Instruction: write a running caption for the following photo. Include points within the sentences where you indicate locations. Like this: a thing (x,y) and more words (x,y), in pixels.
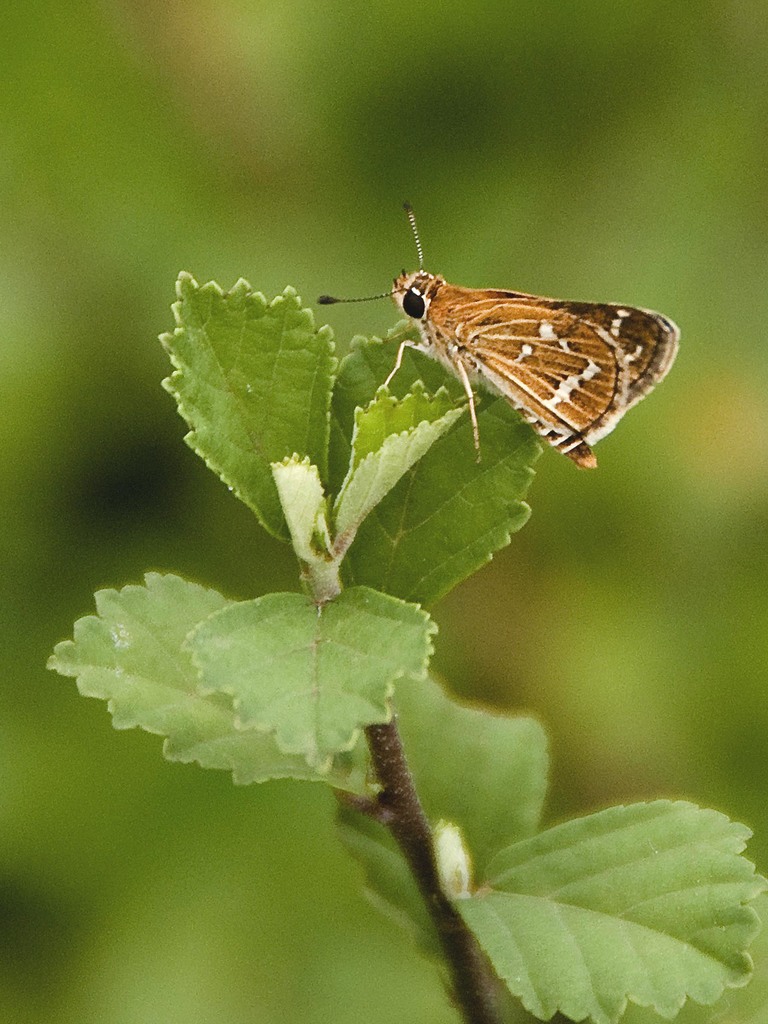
In this image we can see a butterfly (454,307) on the leaf (440,532). At the bottom (430,885) there is a plant (366,843).
